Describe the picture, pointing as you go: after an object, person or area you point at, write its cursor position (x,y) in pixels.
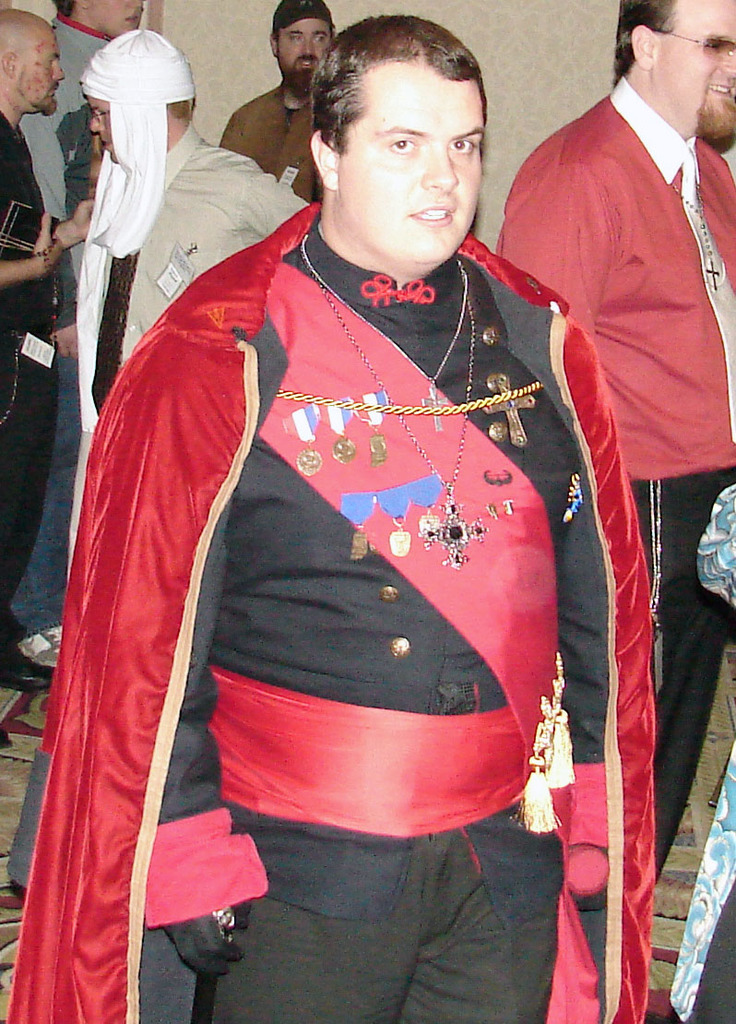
In this picture there is a man (452,88) in the center of the image (360,548), it seems to be he is wearing a costume (257,448) and there are other people (85,111) in the background area of the image (114,49).
